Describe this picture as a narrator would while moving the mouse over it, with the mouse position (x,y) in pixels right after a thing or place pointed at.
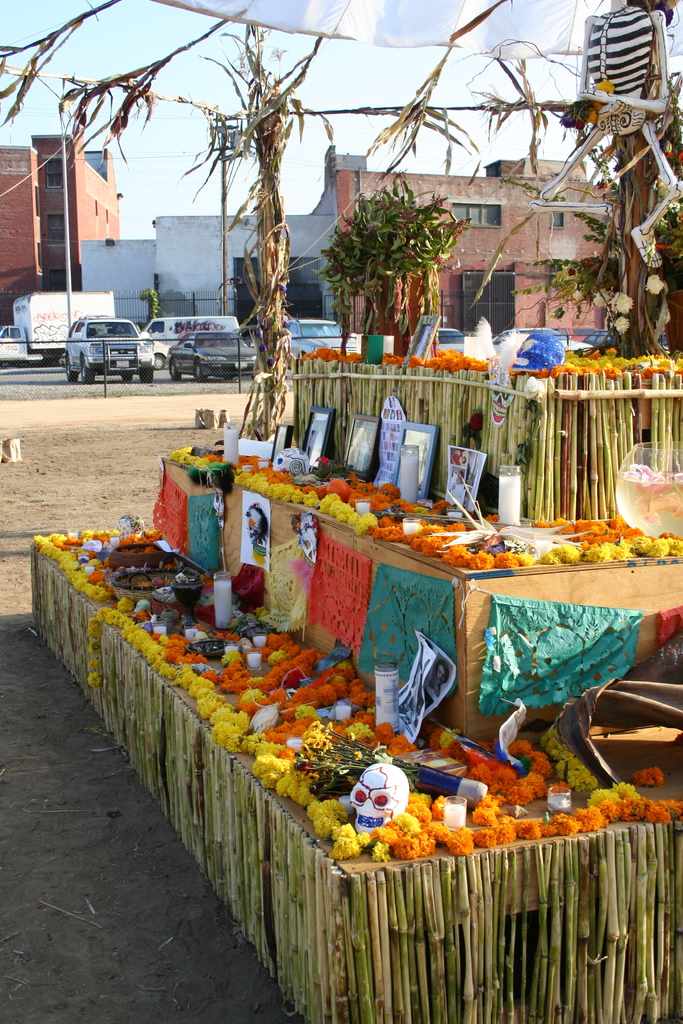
In the picture we can see some wooden steps (423,1018) which are decorated with some flowers (323,697), photo frames (280,441) and some colored papers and behind it, we can see some plants (337,308) and in the background (458,343), we can see some cars (150,355) parked on the path (51,368) and behind it we can see some buildings (485,239) and behind it we can see a sky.
